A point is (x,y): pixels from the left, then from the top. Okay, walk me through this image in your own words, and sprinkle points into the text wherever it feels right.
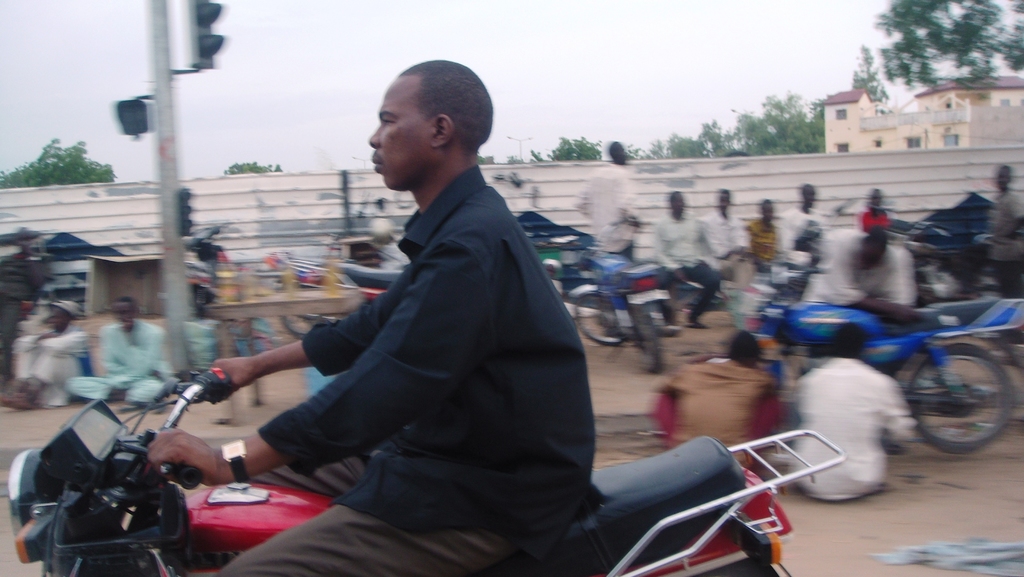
In this picture we can see a man (374,576) on the bike (671,569). Here we can see some persons (814,267). This is pole (169,59). There is a table (338,297). On the table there are bottles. This is wall (290,211). Here we can see some trees (772,122). And this is house (968,122) and there is a sky (275,74).
